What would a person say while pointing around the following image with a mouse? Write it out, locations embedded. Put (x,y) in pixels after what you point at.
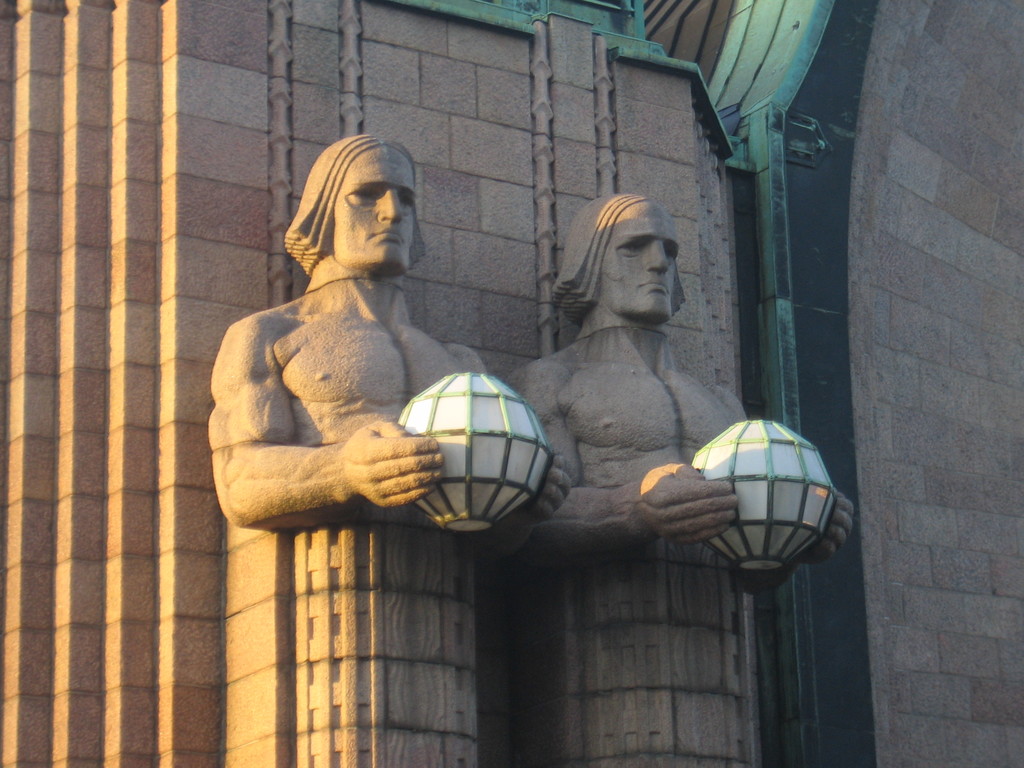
In this image I can see two statues (386,409) holding some object (779,502). Background (910,168) the wall (643,135) is in brown color.
